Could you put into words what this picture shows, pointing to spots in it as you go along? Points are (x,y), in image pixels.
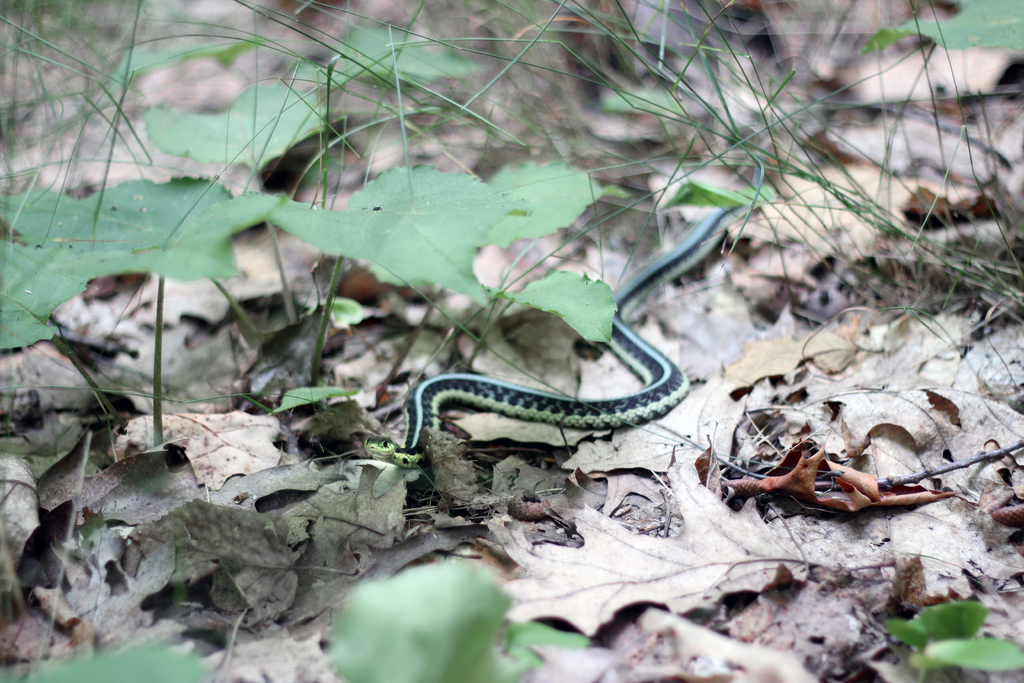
In this image I can see a snake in the center of the image (670,401). I can see grass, some other plants (159,202) and dried leaves (924,378) on the ground (424,500).
